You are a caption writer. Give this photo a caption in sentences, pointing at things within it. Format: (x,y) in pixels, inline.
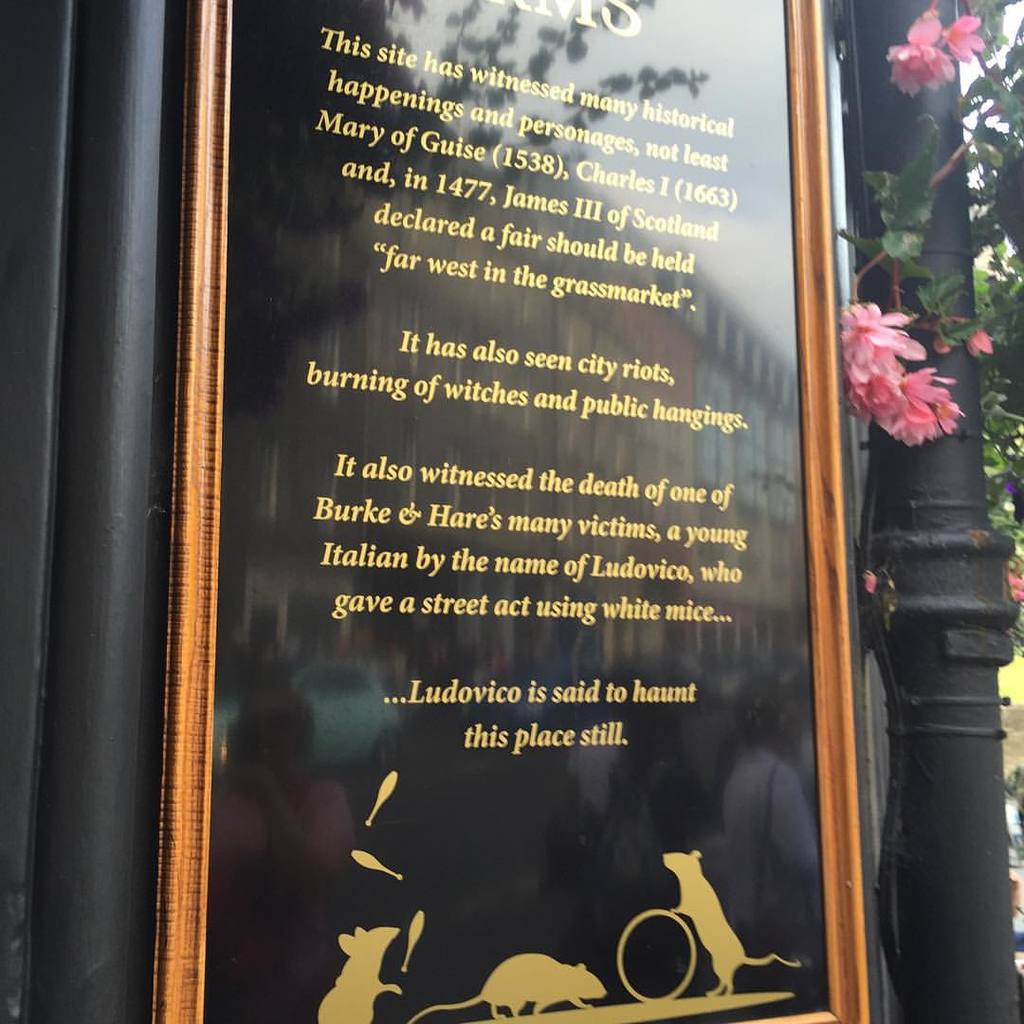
In the center of the image (518,451), we can see a frame (473,525) placed on the wall (143,593) and in the background (940,473), there is a pole (964,638) and we can see a tree (1002,265) along with flowers (891,410).
